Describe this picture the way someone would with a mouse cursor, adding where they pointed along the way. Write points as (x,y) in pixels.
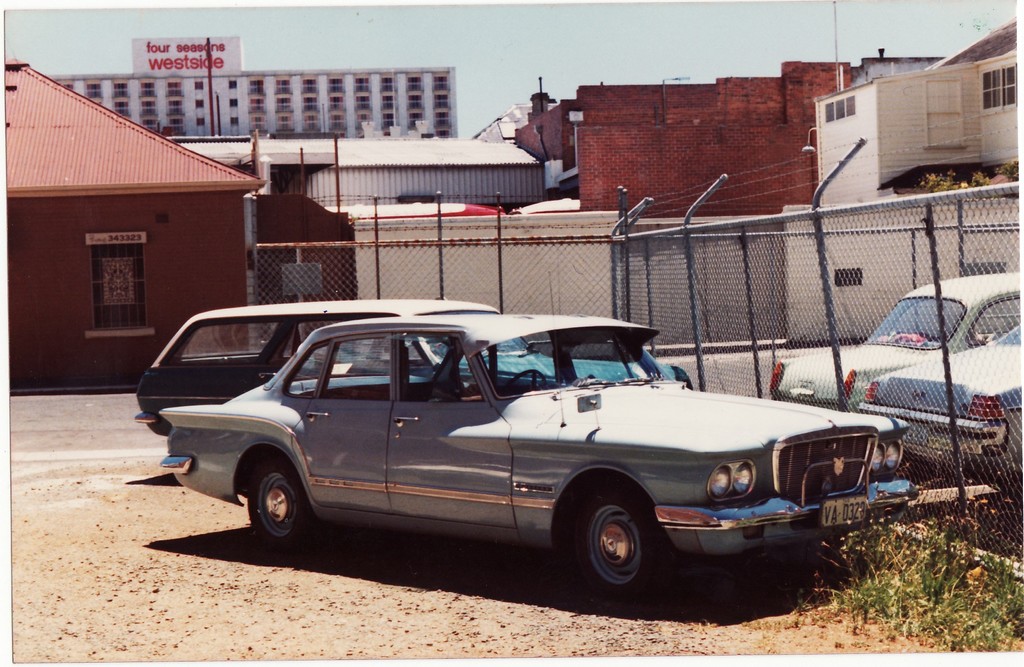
In this image, we can see cars (527,391) on the road (192,504) and in the background (489,283), there is a mesh (827,260) and we can see wires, poles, buildings (634,103) and we can see a board (197,69) and some plants (951,177). At the top (542,31), there is sky (465,17).
